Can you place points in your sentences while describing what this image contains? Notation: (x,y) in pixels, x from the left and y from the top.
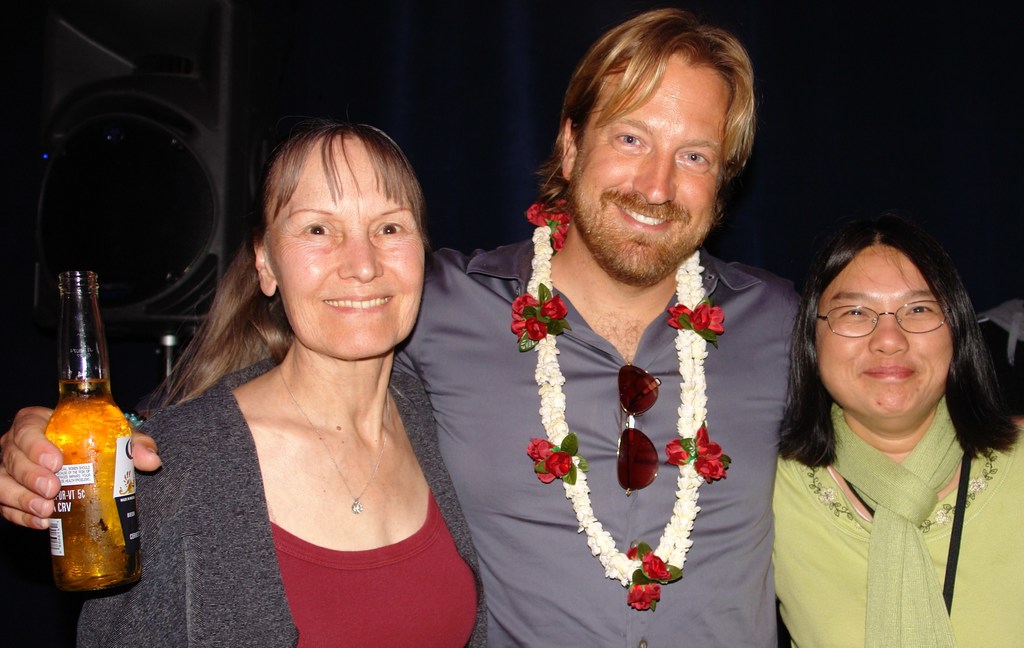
This 3 persons (304,356) are standing. The man (703,169) in the middle (544,251) wore garland (692,374) and goggles (652,375). This woman (282,394) wore gray color jacket (223,548) and red t-shirt (458,604). This woman (868,580) wore scarf (891,614) and spectacles (922,309). This man (744,417) is holding a bottle (93,493).
